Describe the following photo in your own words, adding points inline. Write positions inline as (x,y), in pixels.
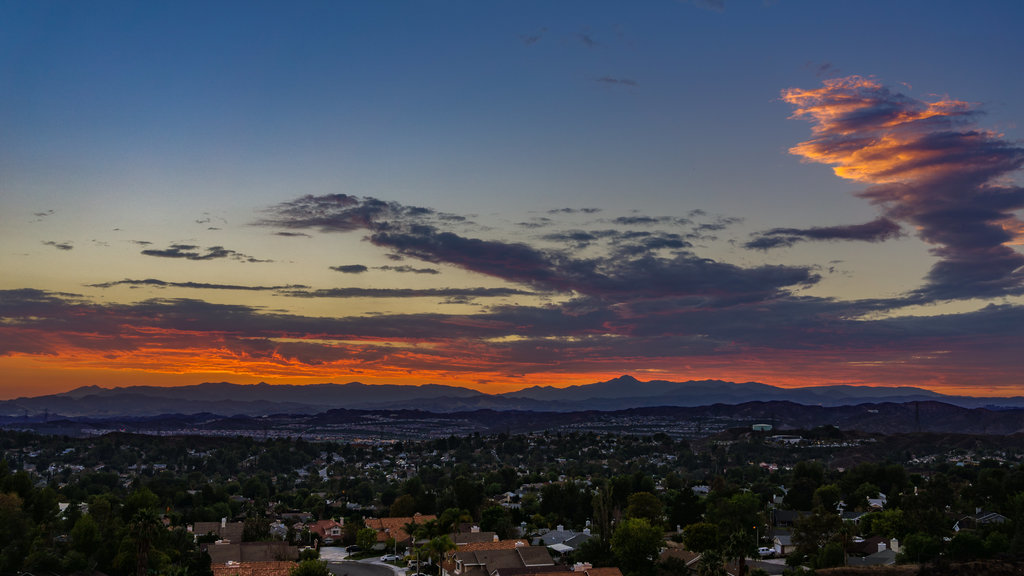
Here in this picture we can see an Aerial view, through which we can see buildings (333,521) and houses (309,517) present on the ground (553,510) and we can also see plants (791,486) and trees (622,491) present and in the far we can see mountains (220,402) present and we can see clouds (352,208) in the sky (521,201).
